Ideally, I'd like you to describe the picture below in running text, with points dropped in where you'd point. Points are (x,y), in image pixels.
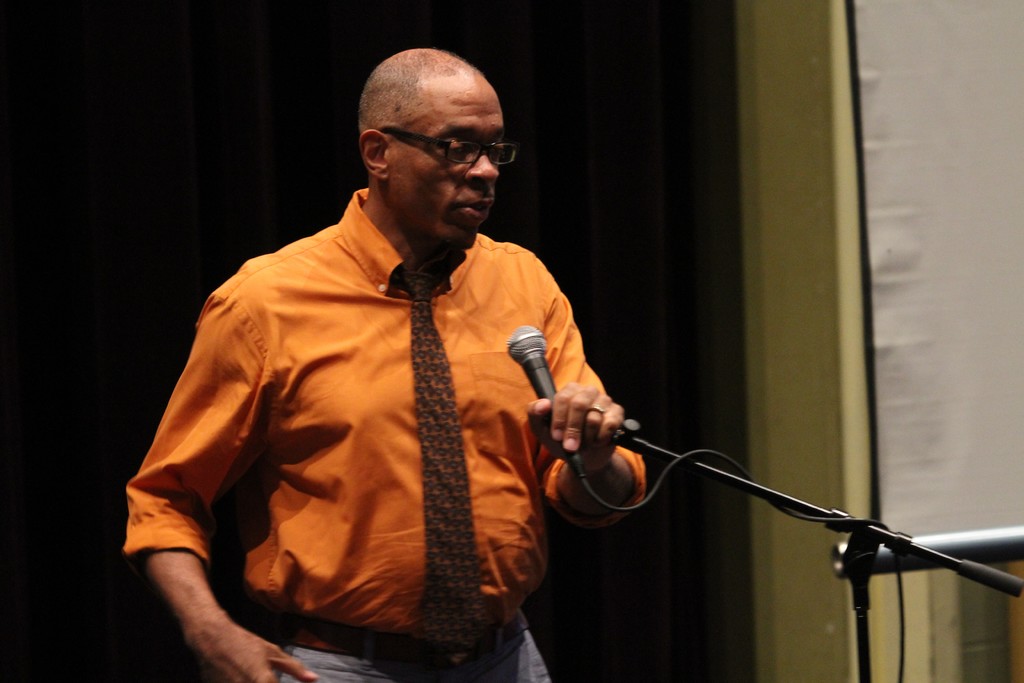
A person (325,391) wearing a orange shirt (390,402) and tie (439,337) also wearing a spectacles (458,146) is holding a mic (544,378). And a mic stand (760,494) is in front of him. In the background (181,223) there is a black curtain (588,279).
